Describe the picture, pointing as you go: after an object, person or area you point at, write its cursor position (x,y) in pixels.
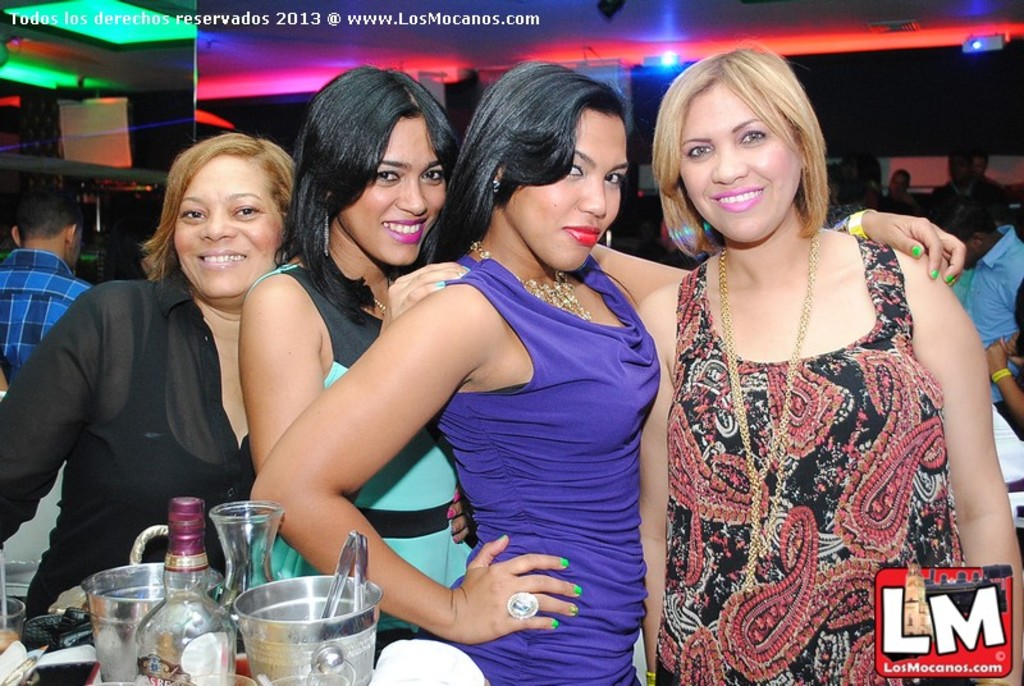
In this picture I can observe four women (508,389). All of them are smiling. In front of them there is a table (40,646) on which I can observe a bottle (204,632) and glasses (236,685). In the background (58,247) there are some people (857,179).
